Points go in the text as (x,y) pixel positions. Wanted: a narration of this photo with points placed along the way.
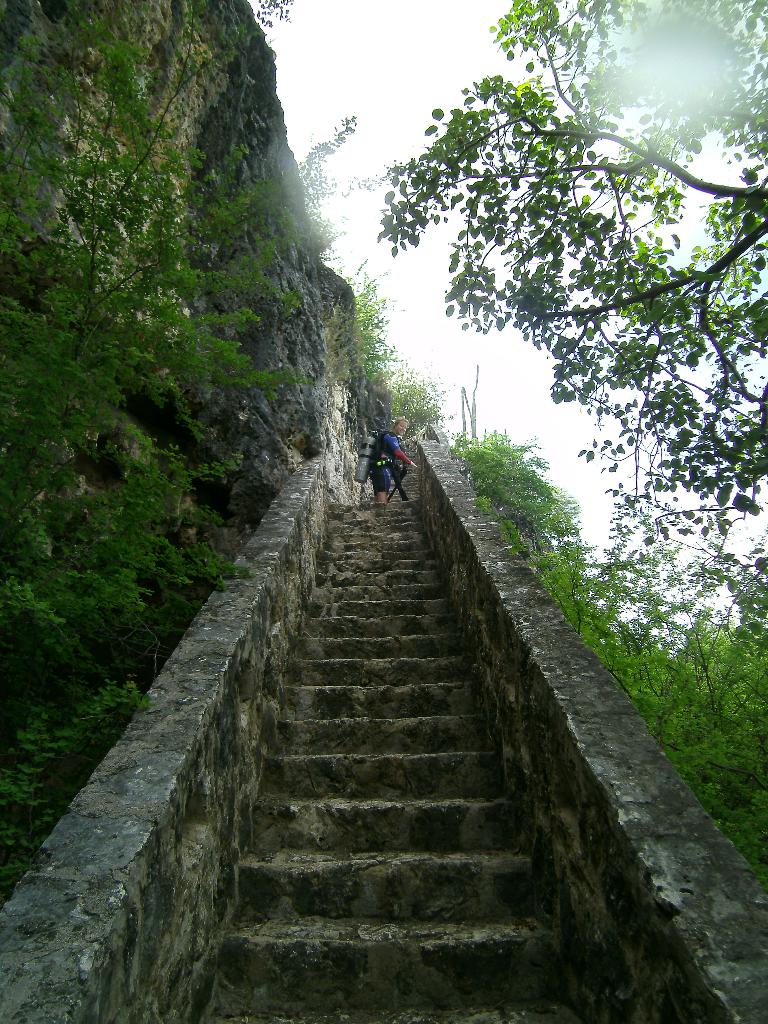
In this image we can see a person (371,449) on the stairs (289,731). There is a tree (203,354) and mountain (269,261) on the left side of the image (250,171) and the sky (391,52) is in white color. On the right side of the image (721,665), there is a tree (702,458).
